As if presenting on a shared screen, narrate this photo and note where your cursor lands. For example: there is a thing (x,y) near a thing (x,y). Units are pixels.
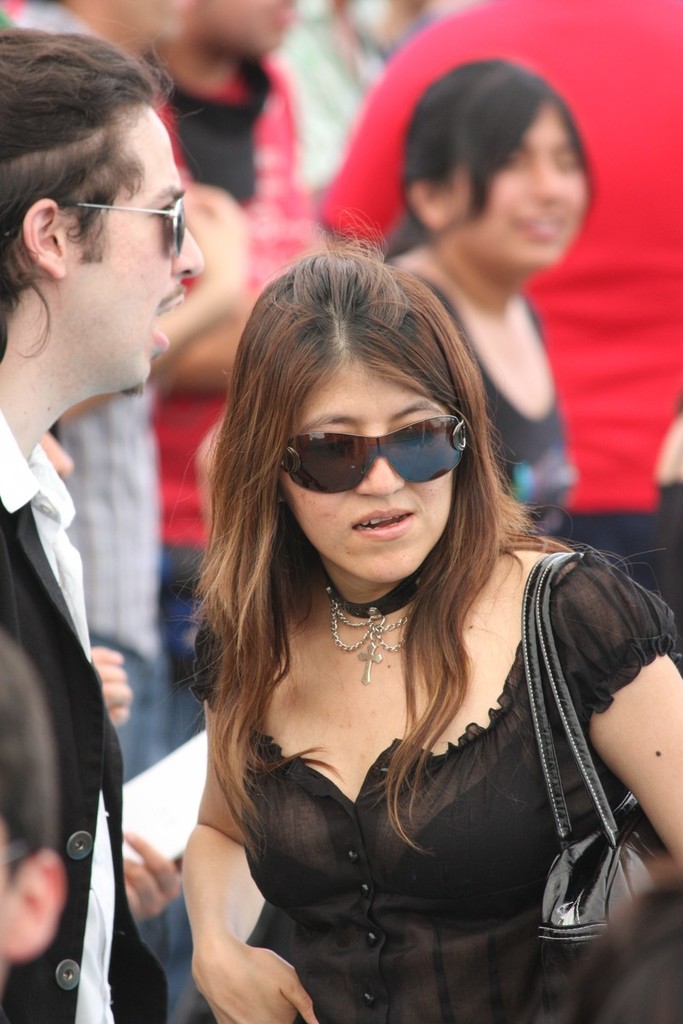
This image is taken outdoors. On the right side of the image (509,813) there is a woman (294,677). On the left side of the image (49,385) there is a man (119,288) and a kid (53,864). In the background (278,264) there are a few people (190,538).
